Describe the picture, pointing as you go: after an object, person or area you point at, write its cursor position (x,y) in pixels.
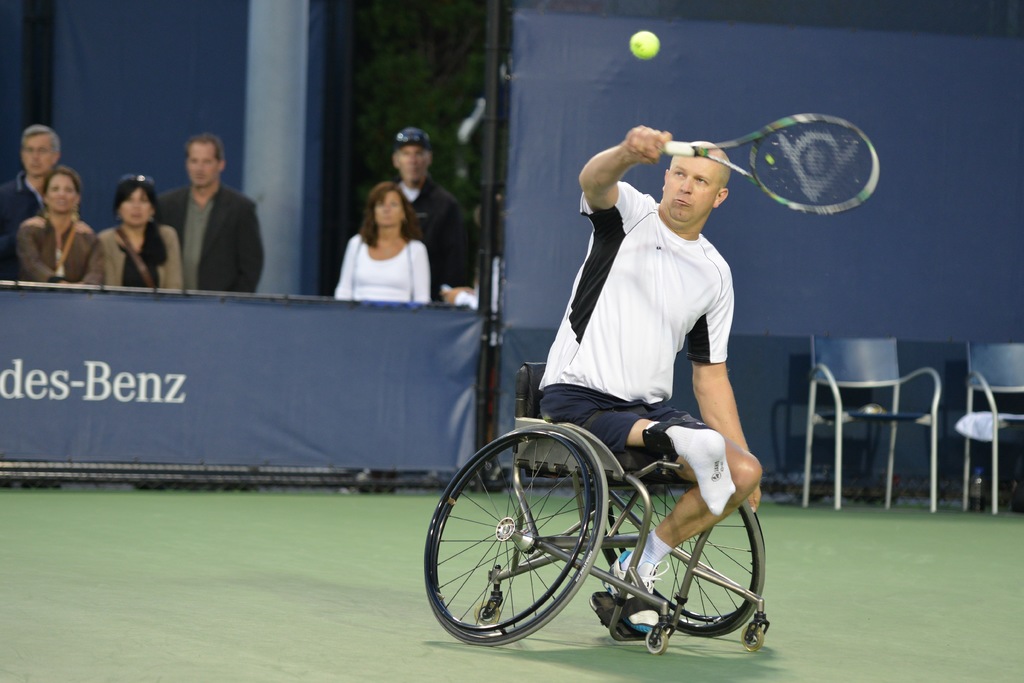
In this image there is a man (650,432) sitting and running in a wheel chair (600,499) playing a tennis racket (779,180) game, at the back ground (448,227) there are group of people (381,245) standing, hoarding (328,382), chairs (963,466), tree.
